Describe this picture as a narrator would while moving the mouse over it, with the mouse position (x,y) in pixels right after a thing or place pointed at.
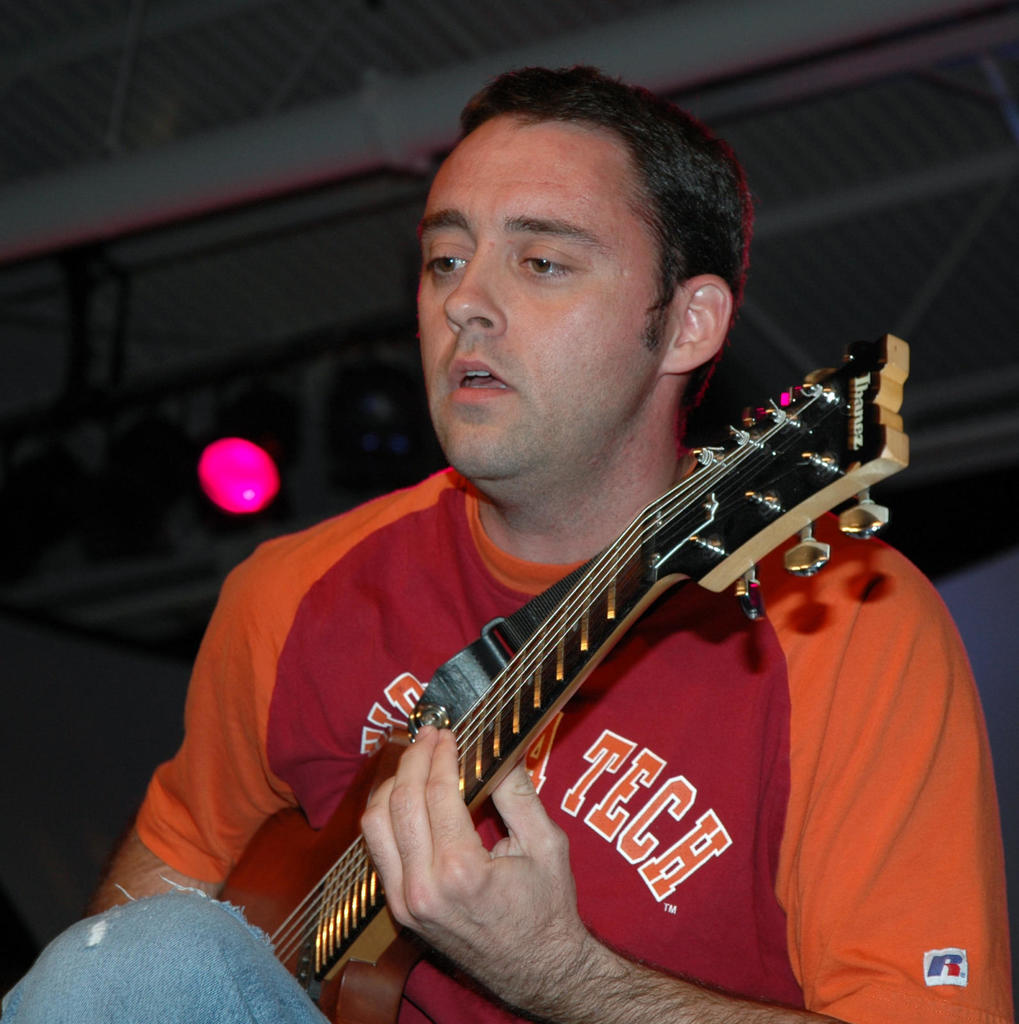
The person (337,603) wearing orange and red T-shirt (362,594) is playing a guitar (517,754).
